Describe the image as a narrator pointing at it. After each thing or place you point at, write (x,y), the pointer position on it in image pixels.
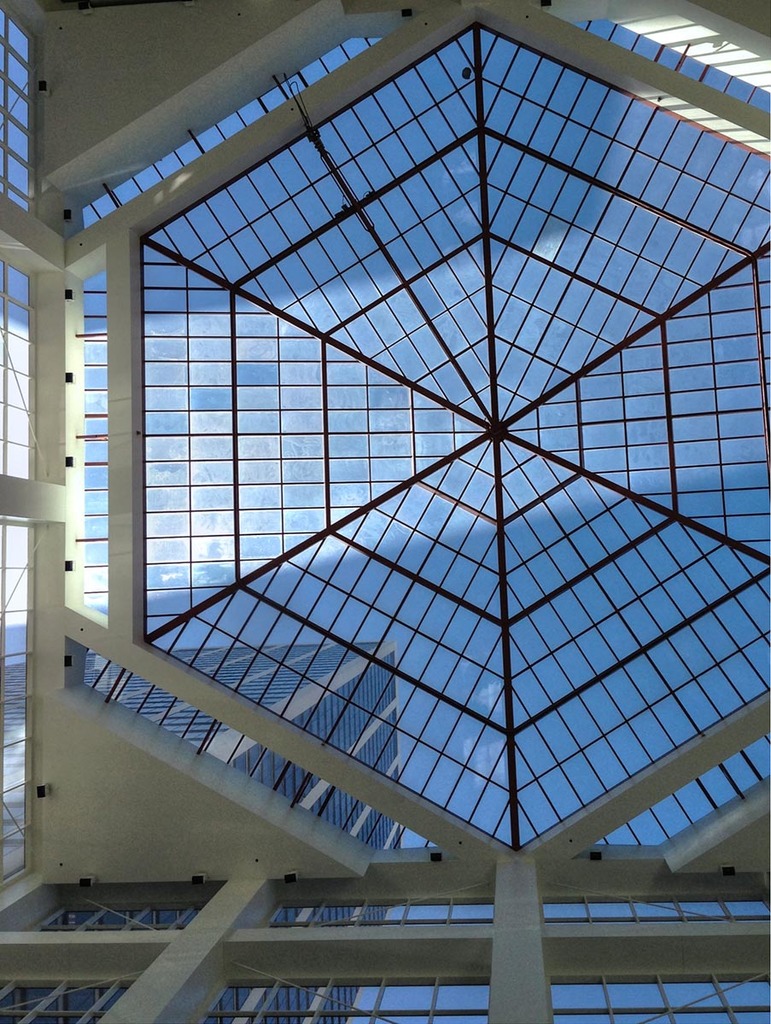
In the image we can see the construction (269,687) made up of glass (419,528). Here we can see the building (263,660) and the sky (317,412).
